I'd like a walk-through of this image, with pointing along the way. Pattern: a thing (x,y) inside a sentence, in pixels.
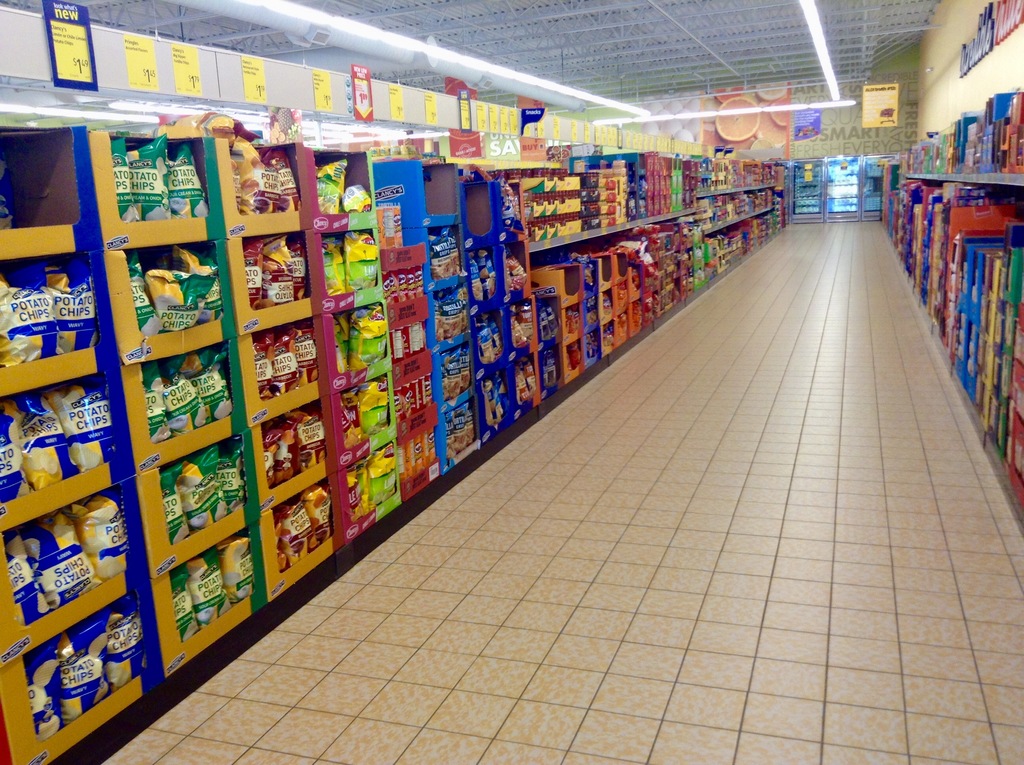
In this picture we can see the floor (778,573), here we can see shelves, packets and stickers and in the background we can see a wall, lights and a roof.
